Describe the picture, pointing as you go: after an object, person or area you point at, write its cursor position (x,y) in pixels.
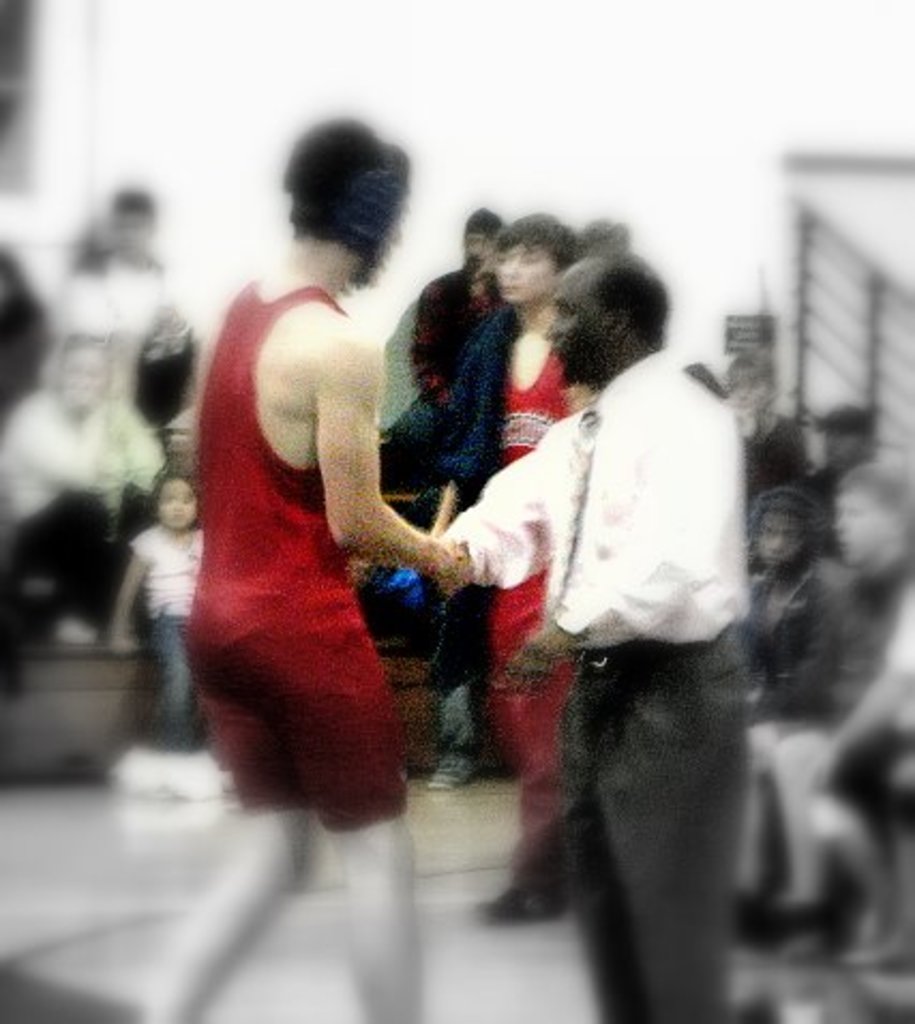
It is the blur image in which there are two persons (527,551) shaking their hands (434,539) with each other. In the background (125,469) there are few people (109,511) sitting on the floor (469,796). On the right side (844,323) there is a fence (808,281).
